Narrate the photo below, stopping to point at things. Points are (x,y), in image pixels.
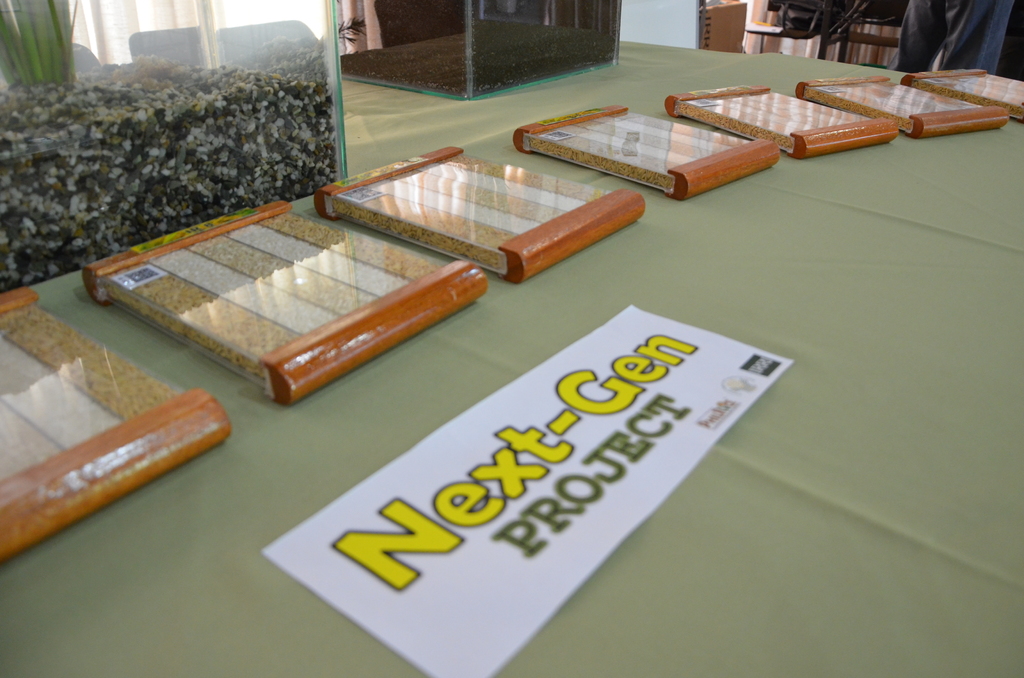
This picture consists of wooden table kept on floor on the middle (608,362), there is a pamphlet (521,471) visible on the middle (500,440), at the top right (1004,25) I can see person's legs (939,25) and at the top (142,99) I can see two glass containers (89,101).
